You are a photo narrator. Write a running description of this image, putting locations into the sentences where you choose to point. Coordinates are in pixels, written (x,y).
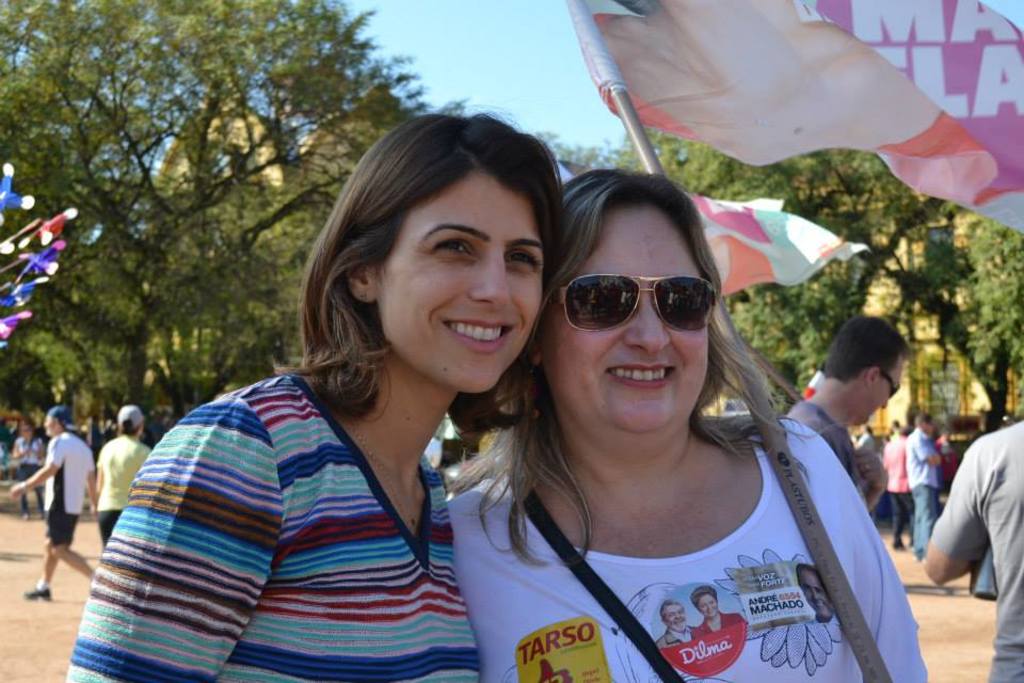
This image is taken outdoors. At the top of the image (459,22) there is the sky (488,82). In the background (153,347) there are many trees (842,276) and there are a few buildings (967,407). A few people (116,440) are walking on the ground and a few (958,529) are standing on the ground (7,512). In the middle of the image (440,365) two women (423,508) are standing and they are with smiling faces (511,241). There are two flags (778,201).
